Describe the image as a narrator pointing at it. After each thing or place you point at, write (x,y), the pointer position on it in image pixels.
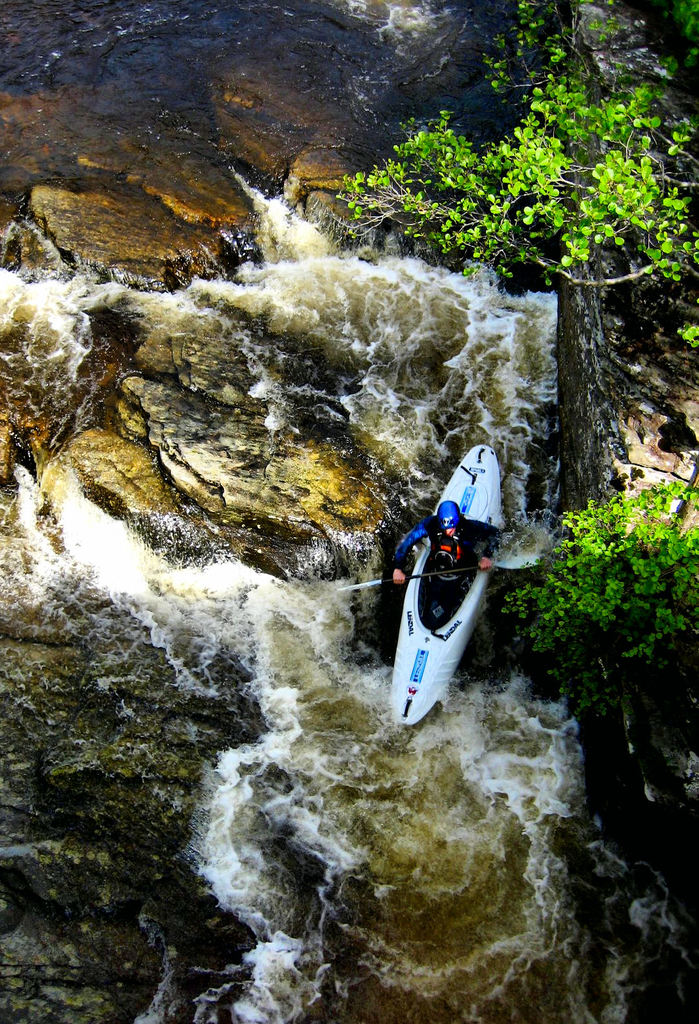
In this image I can see person (458,538) on the boat (411,669) and holding the paddle (510,562). The person (399,562) is wearing the blue color dress (410,541) and helmet (445,501). The boat (468,500) is on the water (296,232). To the side I can see the tree (669,632).
